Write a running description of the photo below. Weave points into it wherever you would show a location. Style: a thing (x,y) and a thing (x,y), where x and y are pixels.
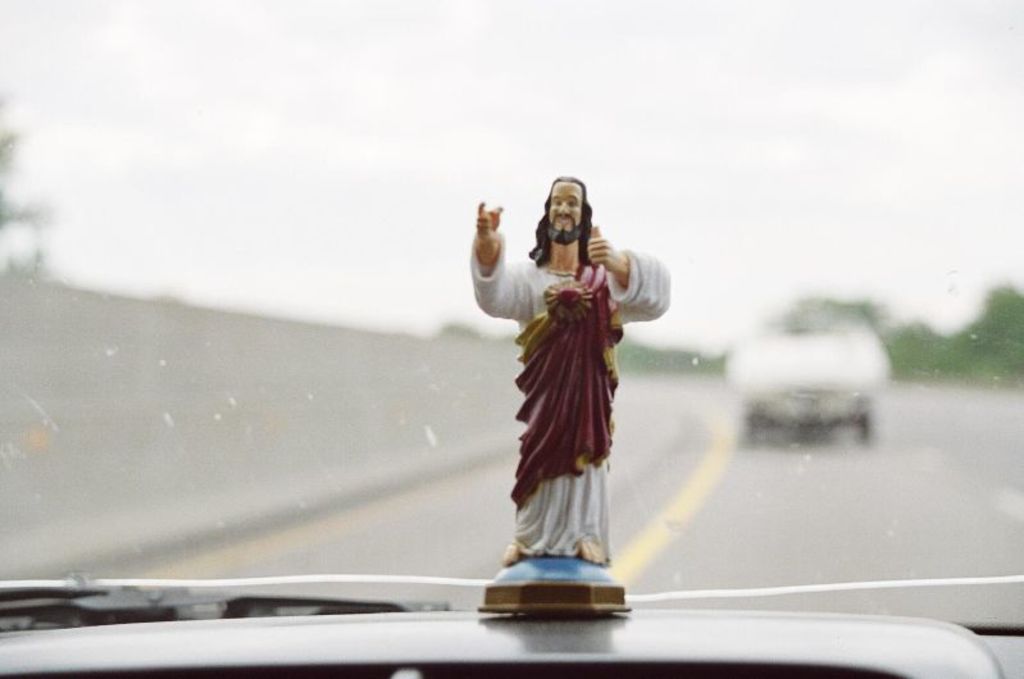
In this image in the front (520,454) there is a statue (556,422) and the background (878,317) is blurry.
